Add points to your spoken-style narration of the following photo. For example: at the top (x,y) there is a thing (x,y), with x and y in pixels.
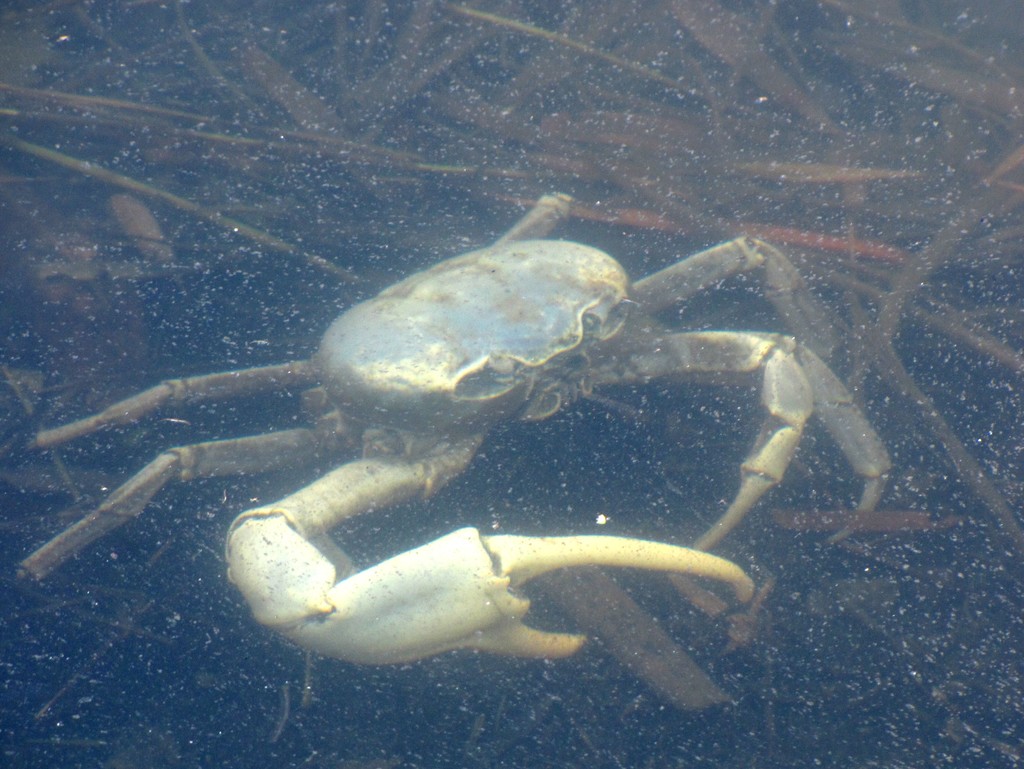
In the center of the image (522,379) we can see a crab (480,345) in the water (686,481). At the top (699,119) we can see grass (711,77).
